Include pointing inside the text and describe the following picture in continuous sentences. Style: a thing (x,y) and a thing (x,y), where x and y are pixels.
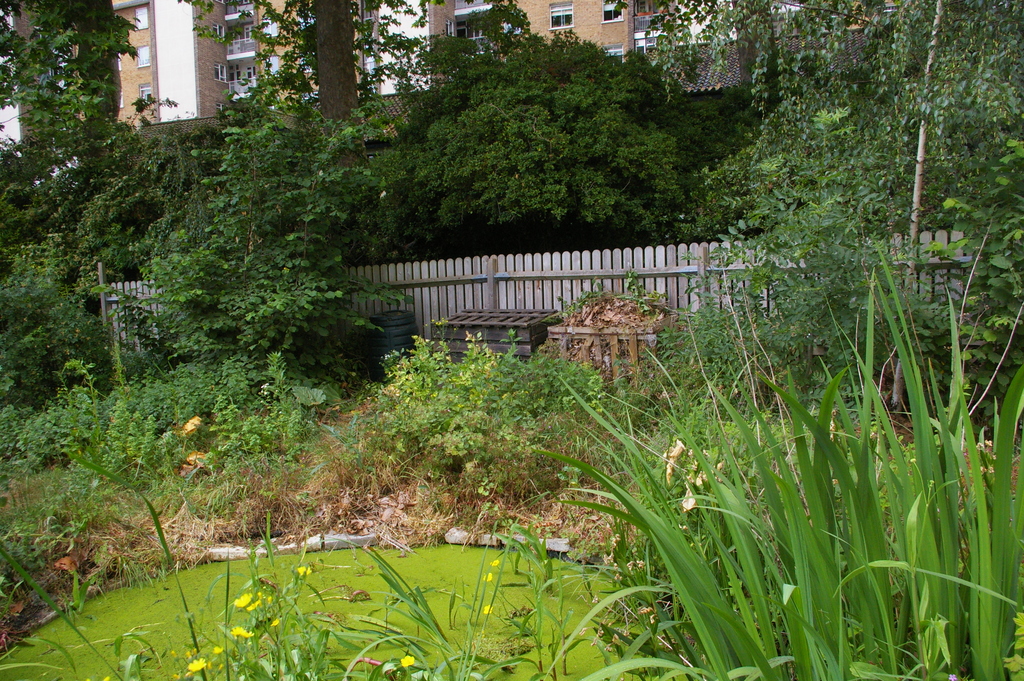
In this image there is grass (798,401), plants (534,602) with flowers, fence (697,291), trees (485,161), buildings (792,46).
